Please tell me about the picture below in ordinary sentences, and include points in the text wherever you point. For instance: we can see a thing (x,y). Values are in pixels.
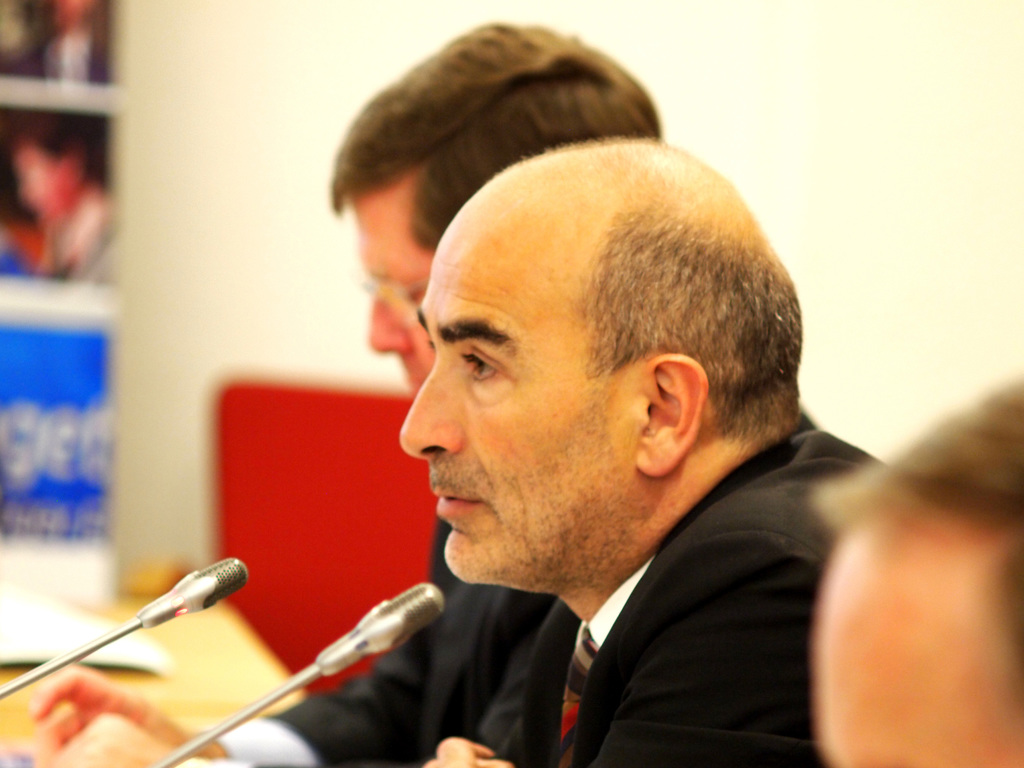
In this image we can see this person (708,658) wearing blazer (679,725) is sitting here and also we can see two more people (845,766). Here we can see the mics (348,644) and in the background of the image (102,99) is blurred, where we can see a banner (112,378) on the wall (183,539).
